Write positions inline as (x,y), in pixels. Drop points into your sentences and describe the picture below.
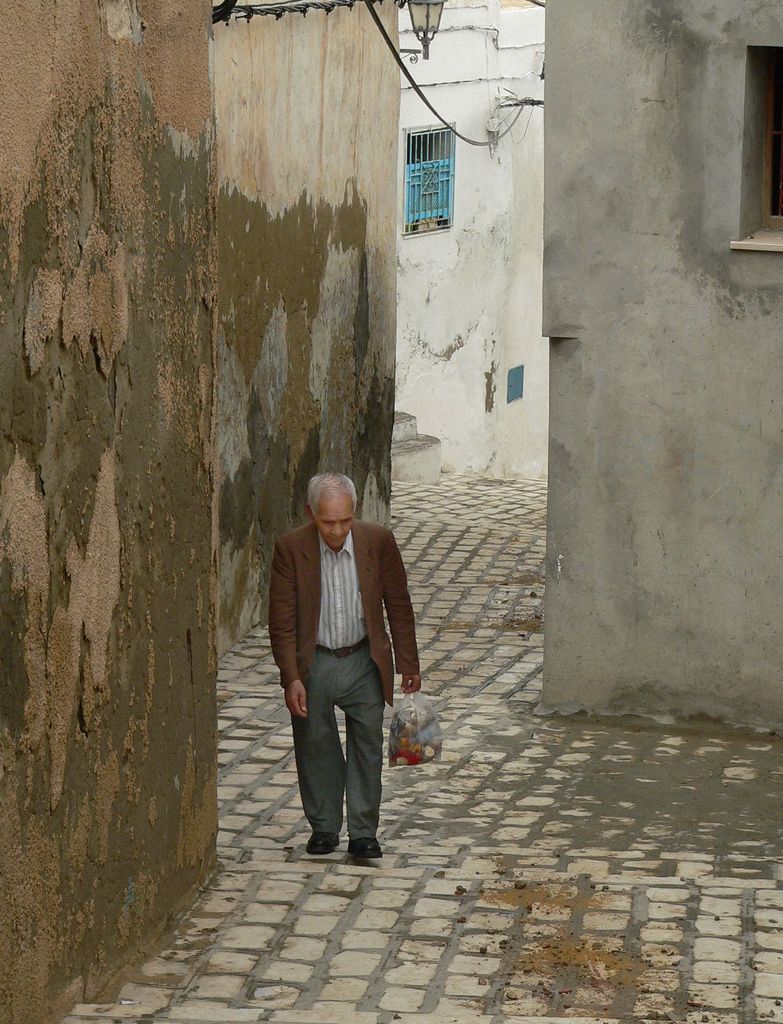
This picture shows buildings (521,378) and a man (306,812) walking holding a carry bag (415,729) in his hand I can see a light (421,25) to the wall (280,57) on the left side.
